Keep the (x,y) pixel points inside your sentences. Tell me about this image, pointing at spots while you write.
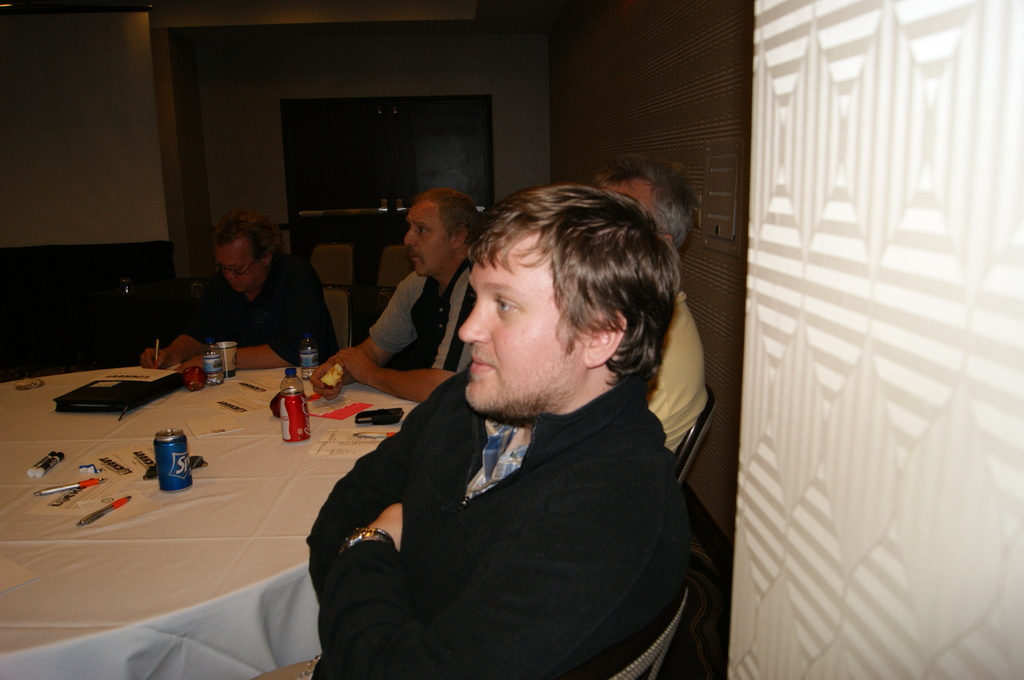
In this image I can see few people (527,353) are sitting on the chairs (682,449). I can see few tins (168,465), bottles (311,370), glasses (228,345), pens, papers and few objects (135,390) on the table (193,520). Back I can see a wall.
